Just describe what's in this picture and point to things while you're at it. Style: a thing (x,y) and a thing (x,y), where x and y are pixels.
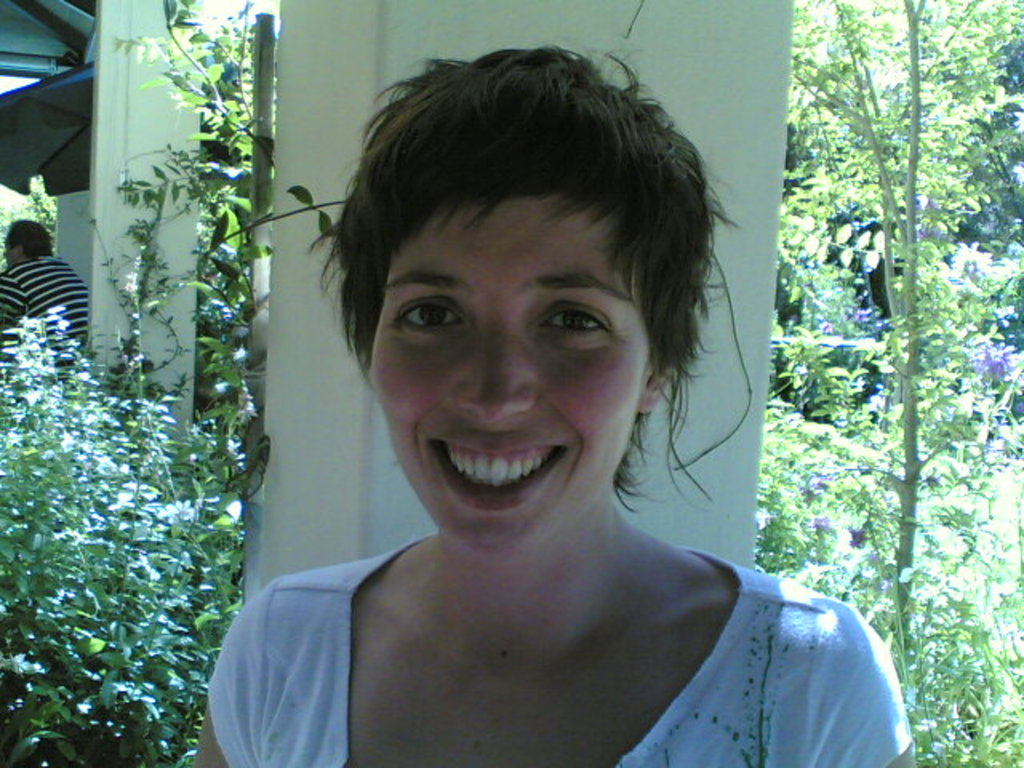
In this picture we can see a woman (319,688) smiling, pillars (413,514), roof top (49,103), trees (967,320) and a person (6,274).
